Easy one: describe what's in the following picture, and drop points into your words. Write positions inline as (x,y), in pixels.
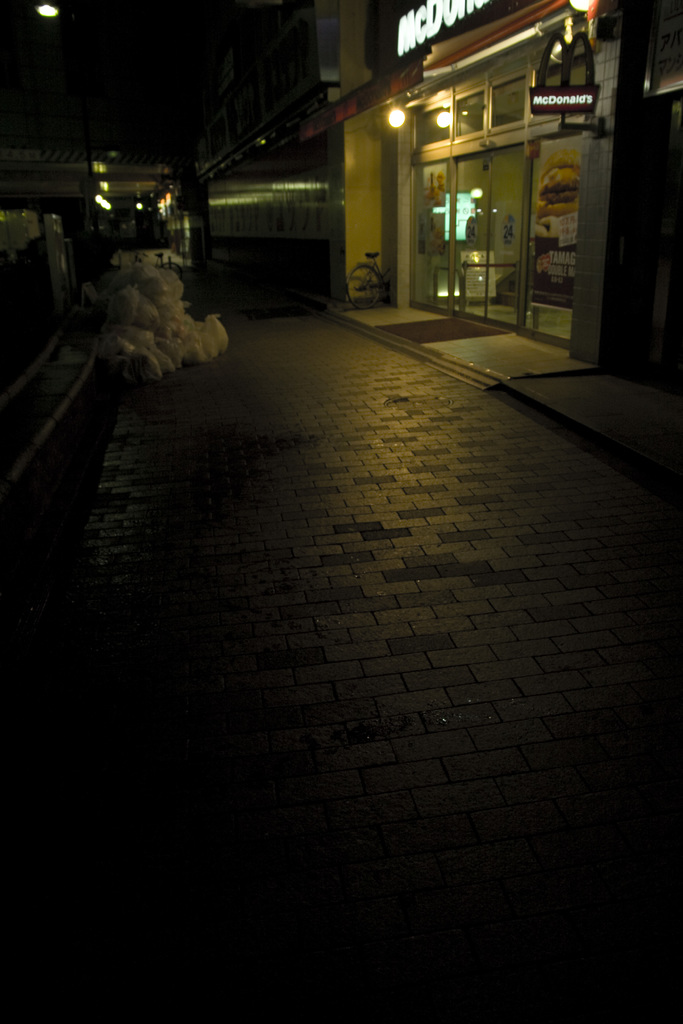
This picture is clicked outside. In the foreground (381,618) we can see the pavement (347,639) and some objects (157,336) lying on the ground (48,389) and we can see a railing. In the left corner (48,229) we can see some other objects (54,259). On the right (627,169) we can see the buildings (486,71), lights (441,116), bicycle (375,286) parked on the ground (467,331) and the text (412,24) on the wall (463,22) of the building (377,60). In the background (317,103) we can see the buildings (104,125), lights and a bicycle (161,262) and some other objects (59,236).
